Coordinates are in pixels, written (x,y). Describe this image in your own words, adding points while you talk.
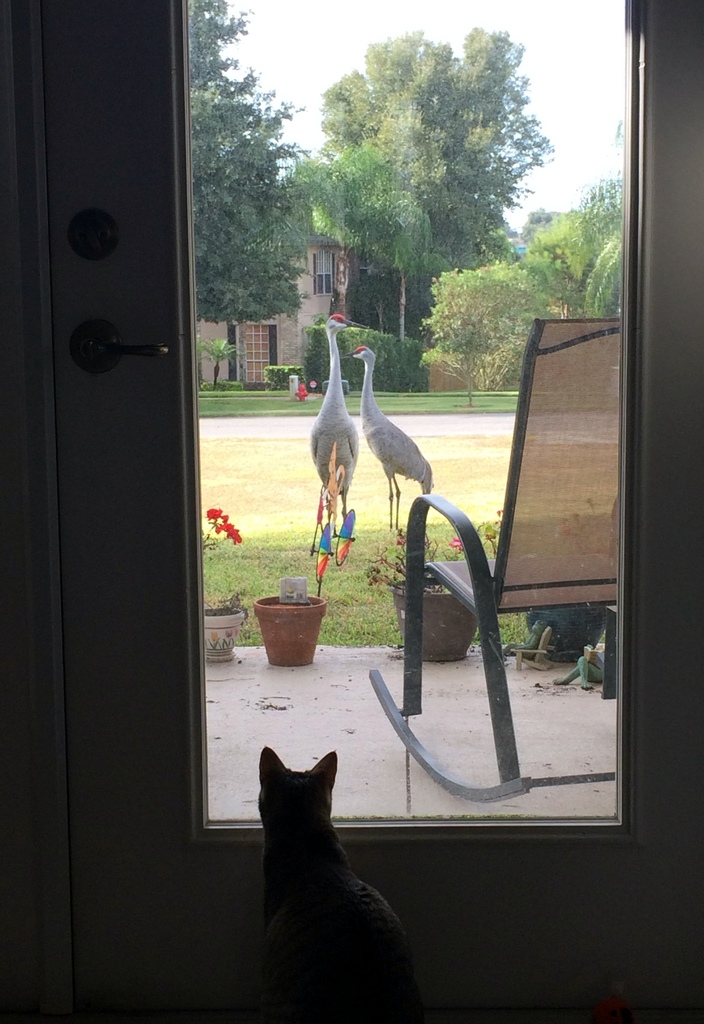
This picture shows two birds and a chair (577,477) and a cat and couple of trees (309,190) and a building (236,379).
